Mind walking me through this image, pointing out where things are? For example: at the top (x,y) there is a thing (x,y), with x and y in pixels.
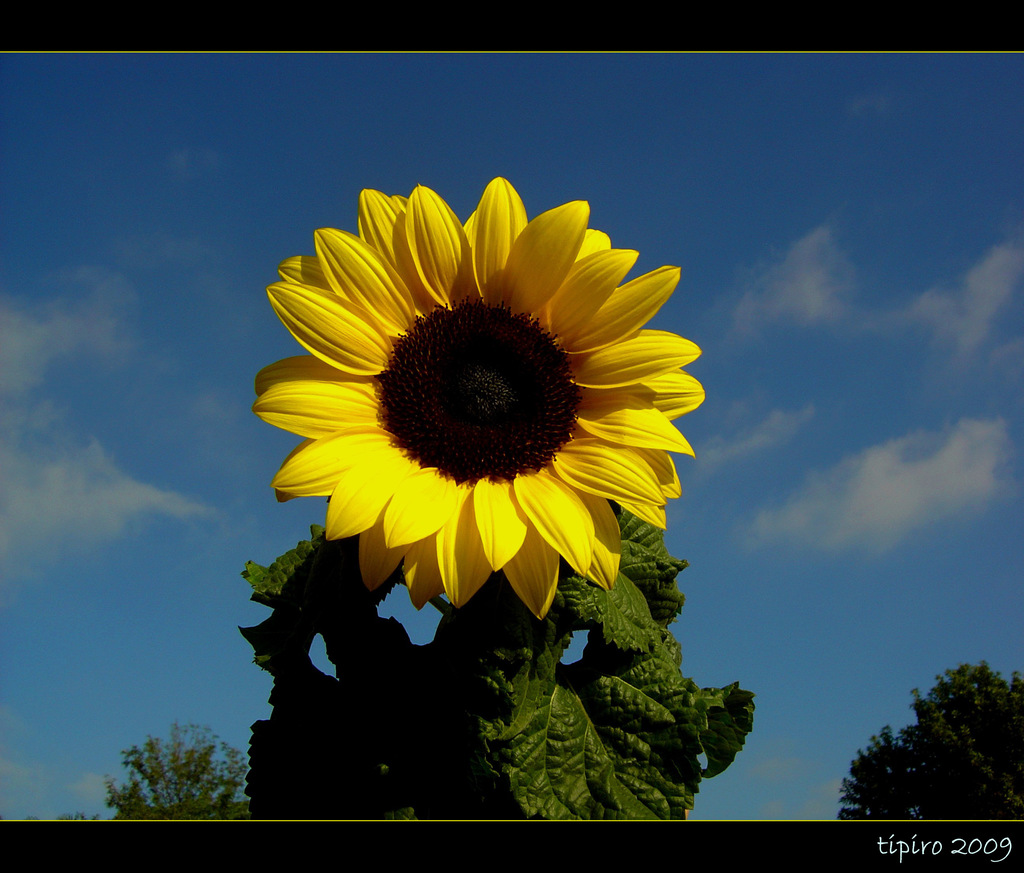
In this image, I can see a plant (506,572) with a sunflower (408,476), which is yellow in color. These are the leaves (673,759). In the background (223,784), I can see the trees (886,771). These are the clouds (880,497) in the sky (179,196). This is the watermark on the image.
